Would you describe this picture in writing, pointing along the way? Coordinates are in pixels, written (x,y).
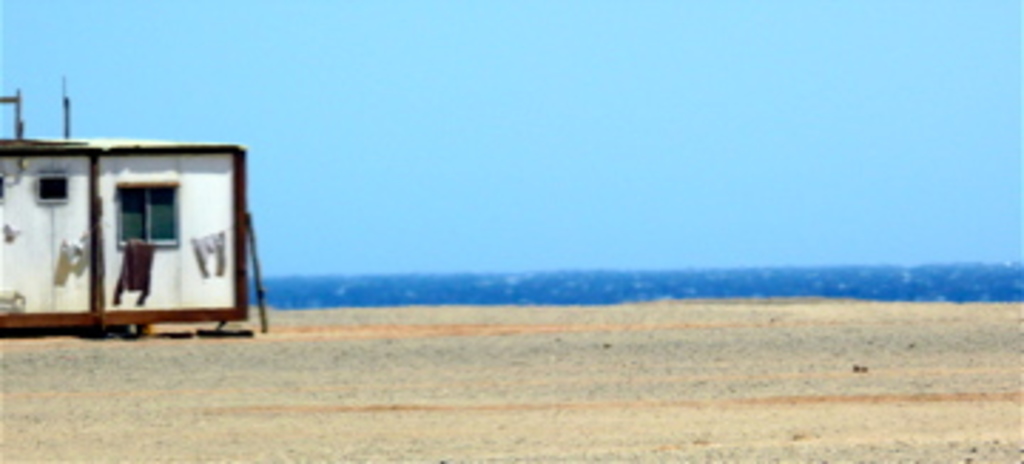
This image is clicked near the ocean (571,284). At the bottom (497,427), there is sand (557,419). On the left (26,169), we can see a cabin (209,233) along with the window (121,198). At the top (396,86), there is the sky (400,180).
